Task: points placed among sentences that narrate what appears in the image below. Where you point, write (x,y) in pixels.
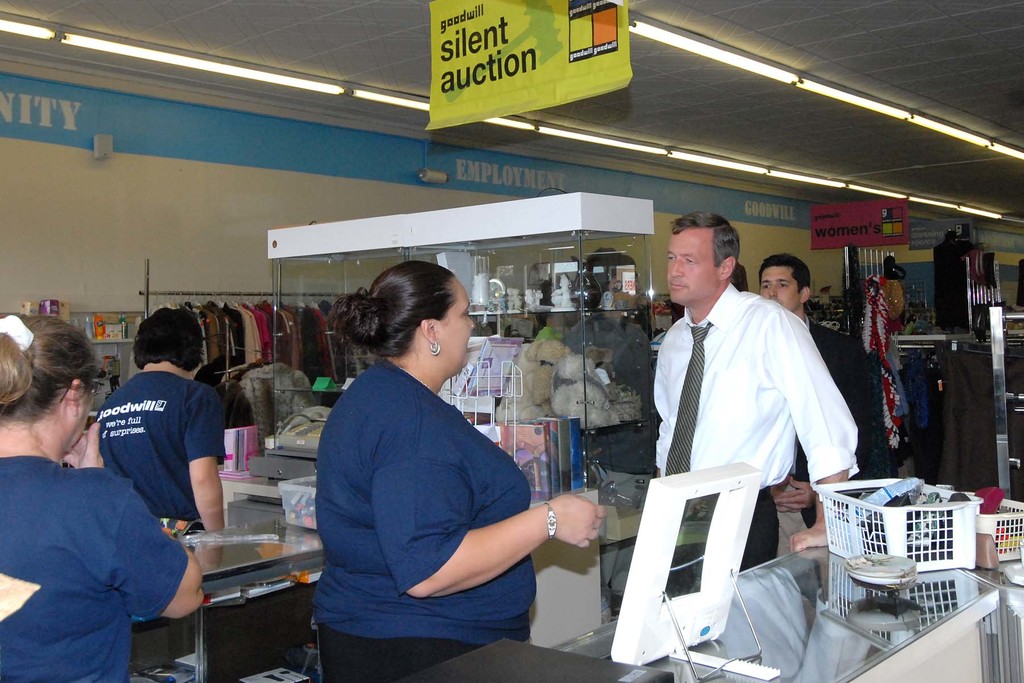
It is an inside view of the store (1007,276). Here we can see few people (795,517), some objects (664,656), tables (735,605), baskets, clothes (1023,416), glass (632,275), things (994,359), wall (248,297), banners (496,66) and lights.
